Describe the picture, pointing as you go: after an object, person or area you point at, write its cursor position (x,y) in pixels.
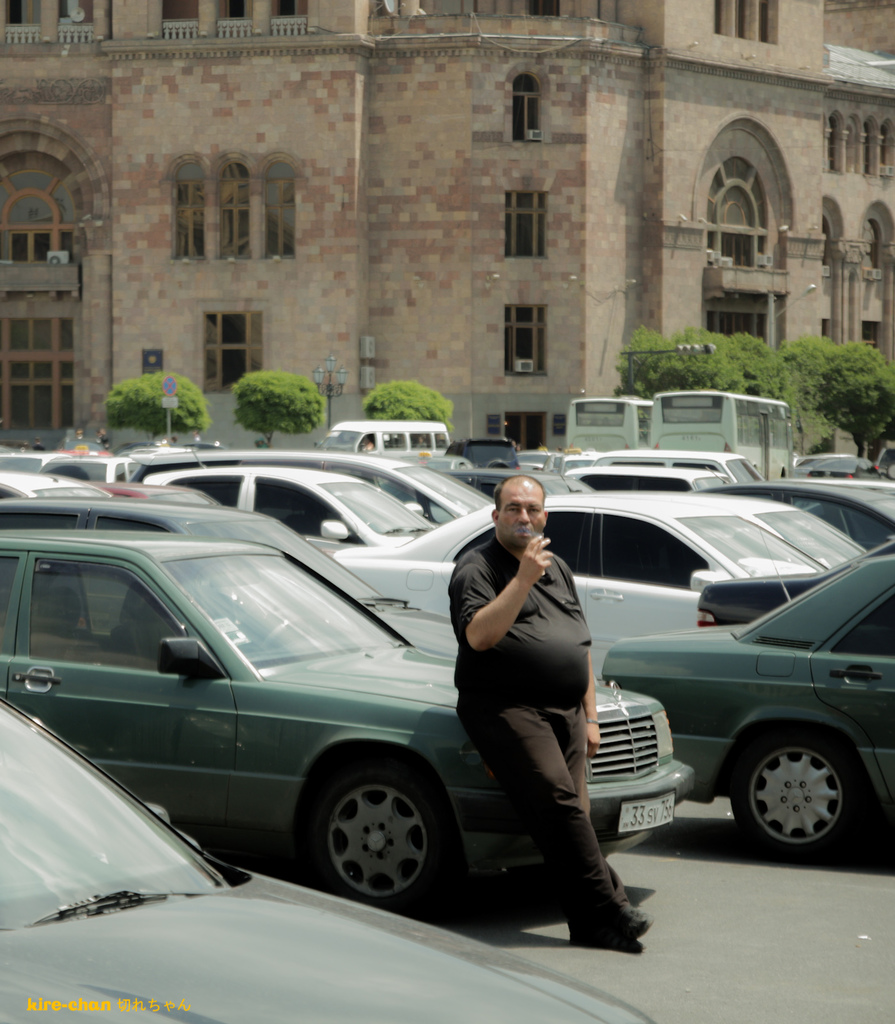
In this image we can see one Big Building (359,289). In front of that building (389,274) so many trees (817,374) are there. One sign board (174,402) is there, one light (331,383) is there. In front of the building (612,382) one road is there So many vehicles (592,438) are moving and signal board (661,353) is there. In parking area (227,697) so many cars (268,642) are parked. In front of one car (431,825) one person (494,716) is standing and smoking.
